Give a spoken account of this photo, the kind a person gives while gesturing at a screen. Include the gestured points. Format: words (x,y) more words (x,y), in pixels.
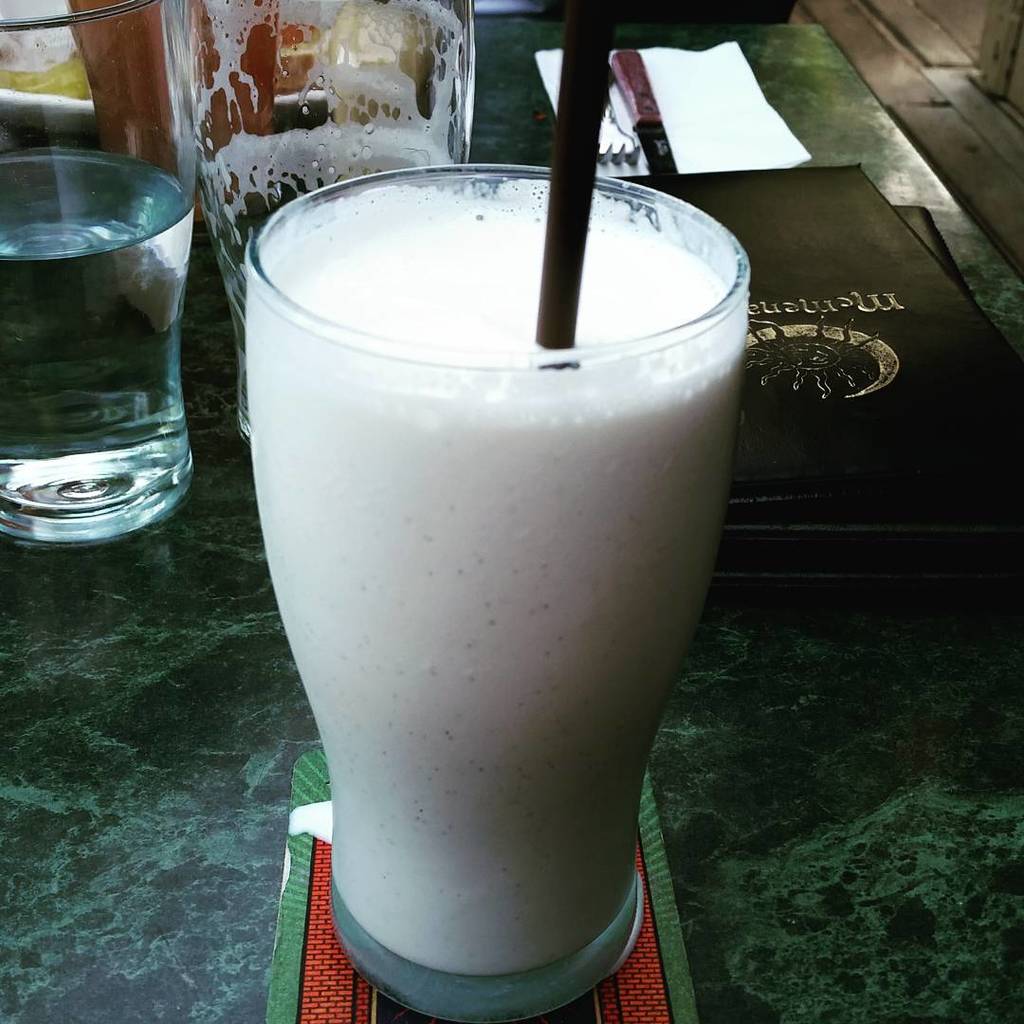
In this picture there is a glass (508,516) and a straw (543,293). There is a book (881,421), knife (649,123), fork (620,133) and paper (741,136) on the table (673,826).
